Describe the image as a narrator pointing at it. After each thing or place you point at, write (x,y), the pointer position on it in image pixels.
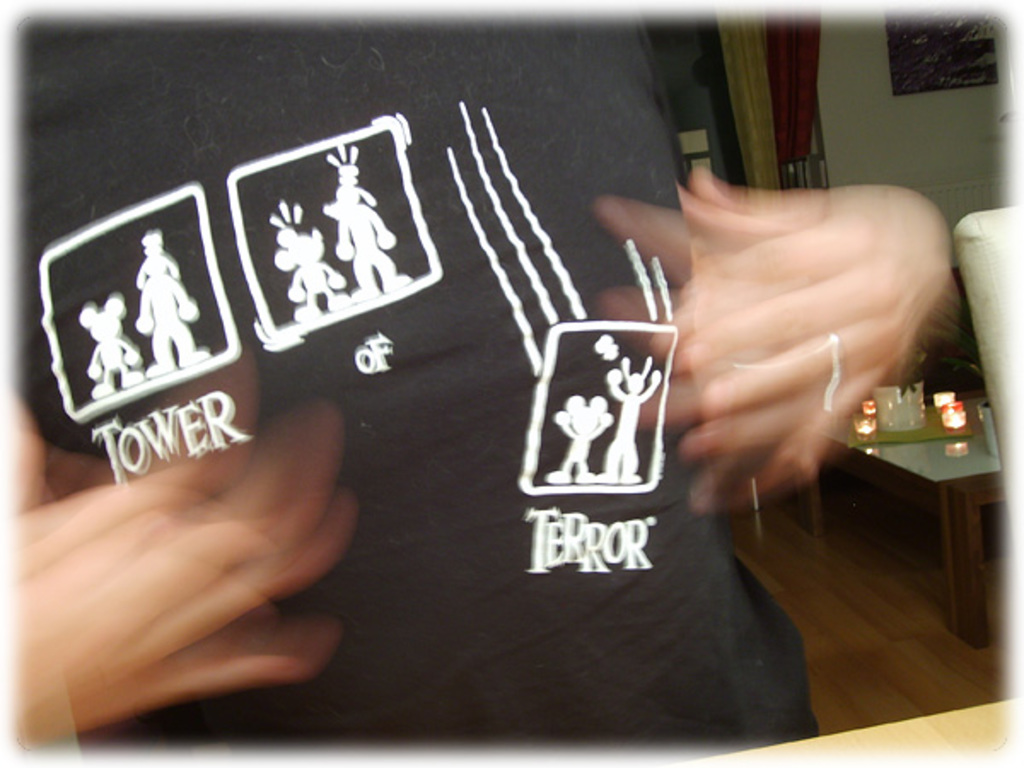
Here is a person (565,625) standing. This is a black T-shirt (468,519). This looks like a table (927,445) with few objects (874,428) on it. I think this is a frame (912,78) attached to the wall (827,136).
